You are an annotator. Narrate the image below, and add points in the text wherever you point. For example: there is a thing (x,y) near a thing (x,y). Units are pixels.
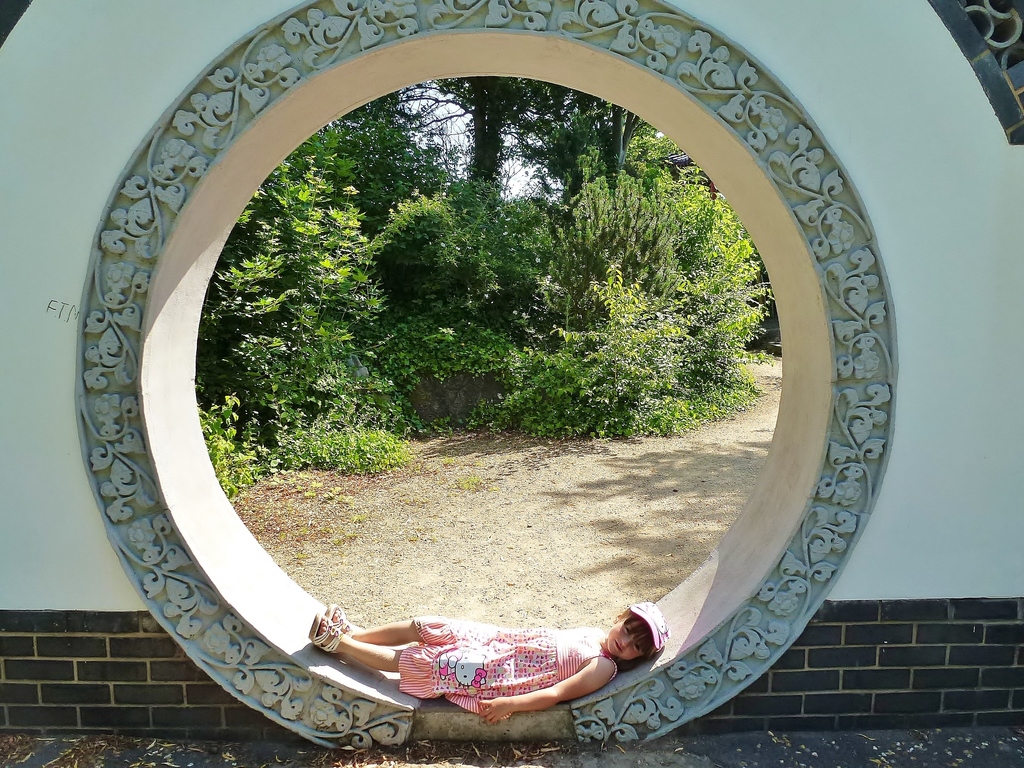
In the foreground of this image (599,638), there is a girl (552,663) in pink dress (567,643) lying on a circular arch wall (207,191). In the background (475,309), there are trees (515,309) and the ground (547,517).
